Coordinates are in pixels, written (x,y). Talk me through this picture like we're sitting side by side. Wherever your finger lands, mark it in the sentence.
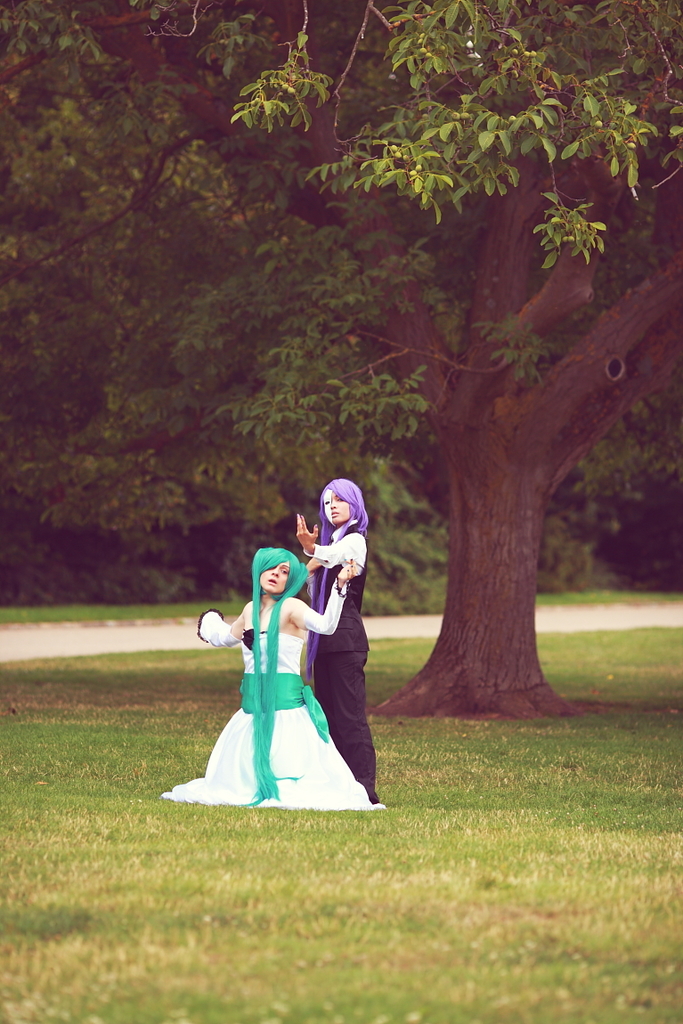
In this picture there are two persons (311,620) with different costumes (321,654). At the back (327,279) there are trees (124,264). At the bottom (62,956) there is grass (34,871) and there is a road (36,645).
